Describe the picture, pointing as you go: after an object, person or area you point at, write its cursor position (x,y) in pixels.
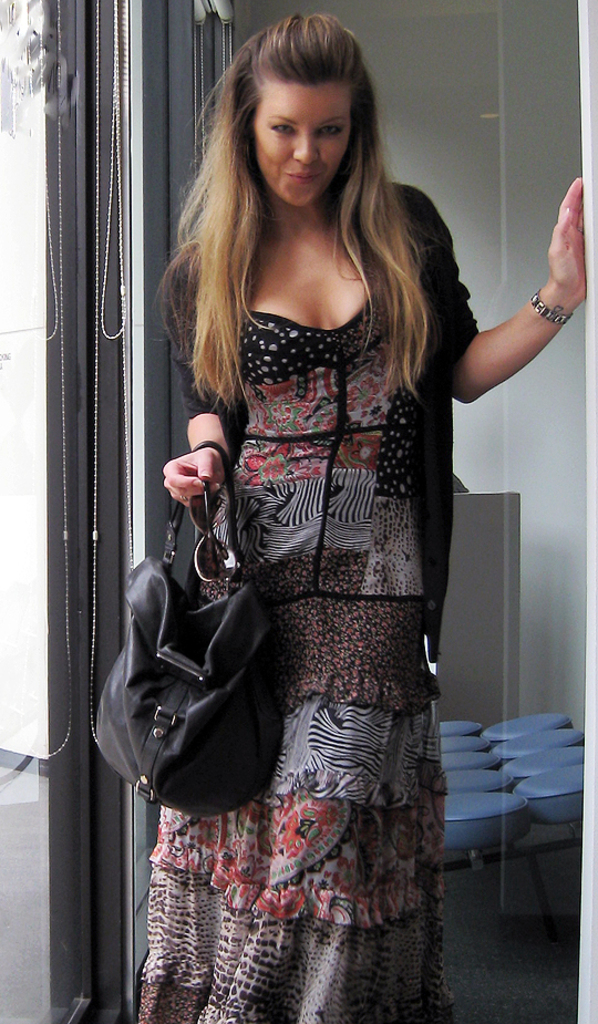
Here we have a lady (284,458) who is standing and posing for picture, she holds handbag (203,702) of black color and she also holds spectacles (227,575) or goggles (224,542) and here we have glass window (37,479). At the background (492,150) we have wall (494,294) and here we have seats (507,749).
